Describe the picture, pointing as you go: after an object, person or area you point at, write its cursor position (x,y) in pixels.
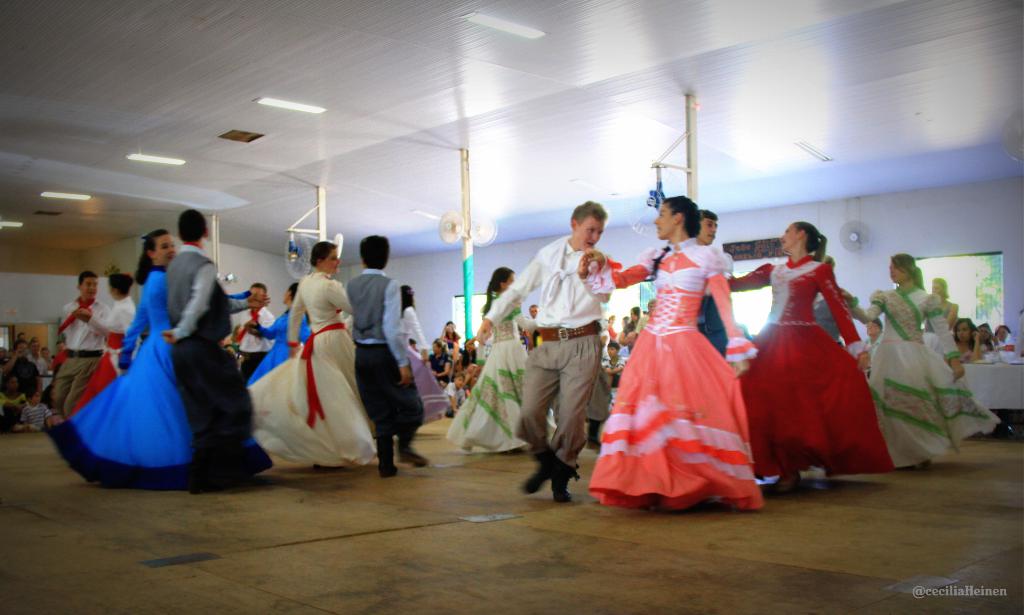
In this image in the center (389,316) there are some people (190,329) who are dancing, and the background there are some people (471,356) who are watching them. And at the bottom (103,556) there is floor (860,493) in the background (859,254) there are some windows (986,280), wall (51,287) and also there are some poles (690,146) fans (458,240). And at the top (345,98) there is ceiling (252,147) and some lights (54,193).
